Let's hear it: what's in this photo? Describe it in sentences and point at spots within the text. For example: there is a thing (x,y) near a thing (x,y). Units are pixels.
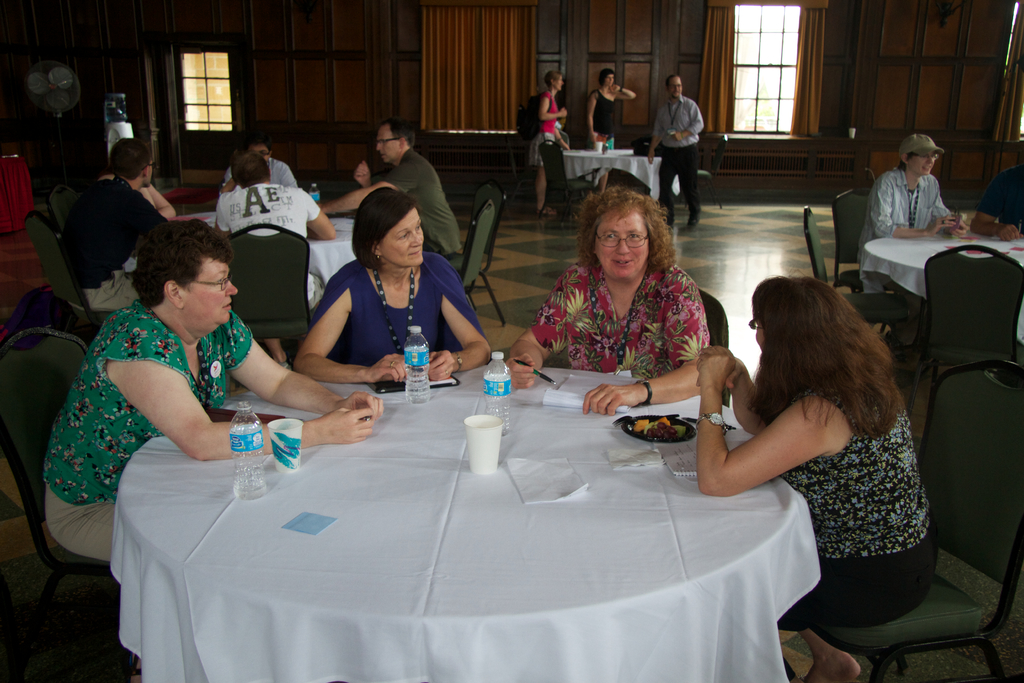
There are group of people (411,254) sitting on the chairs (472,232). This is a table (488,554) covered with white cloth (609,571). This is a paper glass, water bottles (500,399), paper (572,480), plate of food (633,432), book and some object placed on the table (517,570). At background (445,97) I can see windows (767,90) with curtains (811,81) hanging. This looks like a door (204,118) and here I can see an fan (64,100).
